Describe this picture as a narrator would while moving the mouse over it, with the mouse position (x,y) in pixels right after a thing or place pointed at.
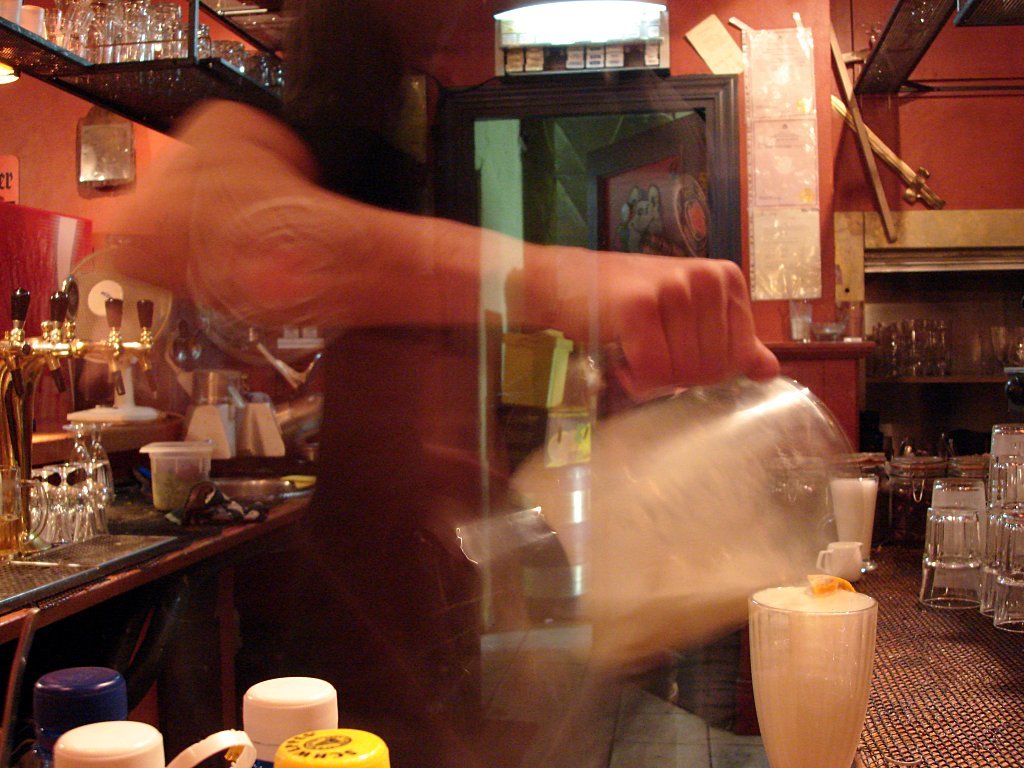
In the foreground (540,710) we can see jars (252,756), glasses (826,654), kettle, table (886,693) and a blurred image of a person (477,361). In the middle of the picture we can see taps (54,357), jars (157,445), mixers (253,420) and glasses (14,484). In the background (584,145) we can see doors (623,147), wall (915,105), posters (770,126), ventilator (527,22), glasses (158,16) and shelves (247,79).
